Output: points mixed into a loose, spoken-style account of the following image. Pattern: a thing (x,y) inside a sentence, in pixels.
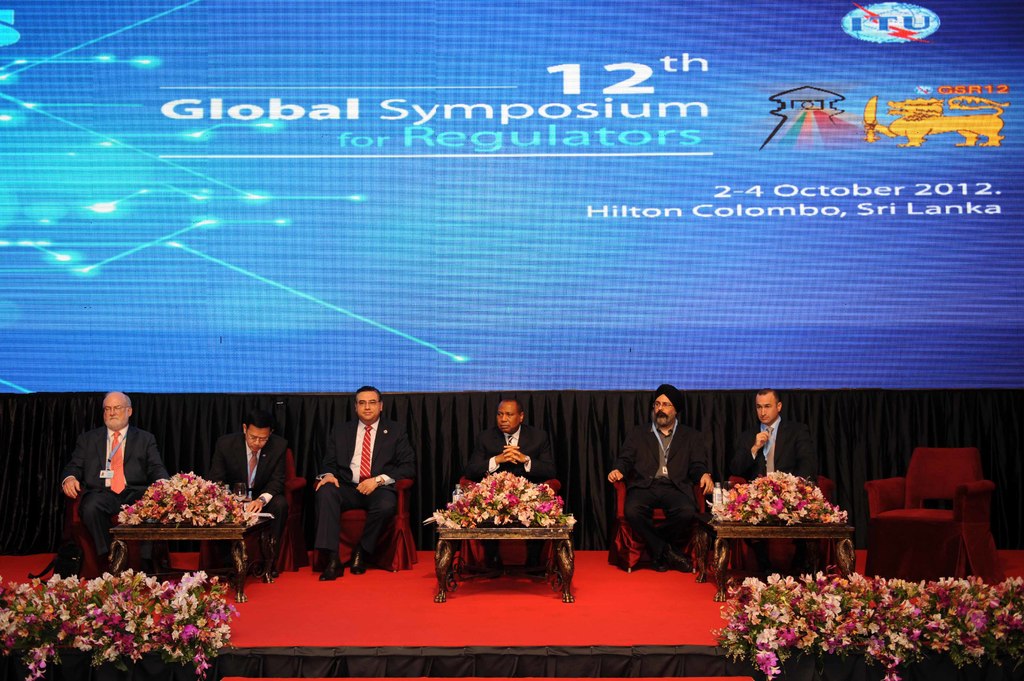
In this image there are a few men (248,448) sitting on the chairs (620,500). In front of them there are tables (714,545). There are flowers (758,491) on the tables (851,530). There is a carpet (400,607) on the dais (397,579). Behind them there is a curtain (385,394). At the top (96,178) there is a screen (133,31). There are numbers (571,85), text (894,189) and logos (916,101) displayed on the screen (393,211). At the bottom (119,641) there are flowers (796,629) on the dais (420,642).
